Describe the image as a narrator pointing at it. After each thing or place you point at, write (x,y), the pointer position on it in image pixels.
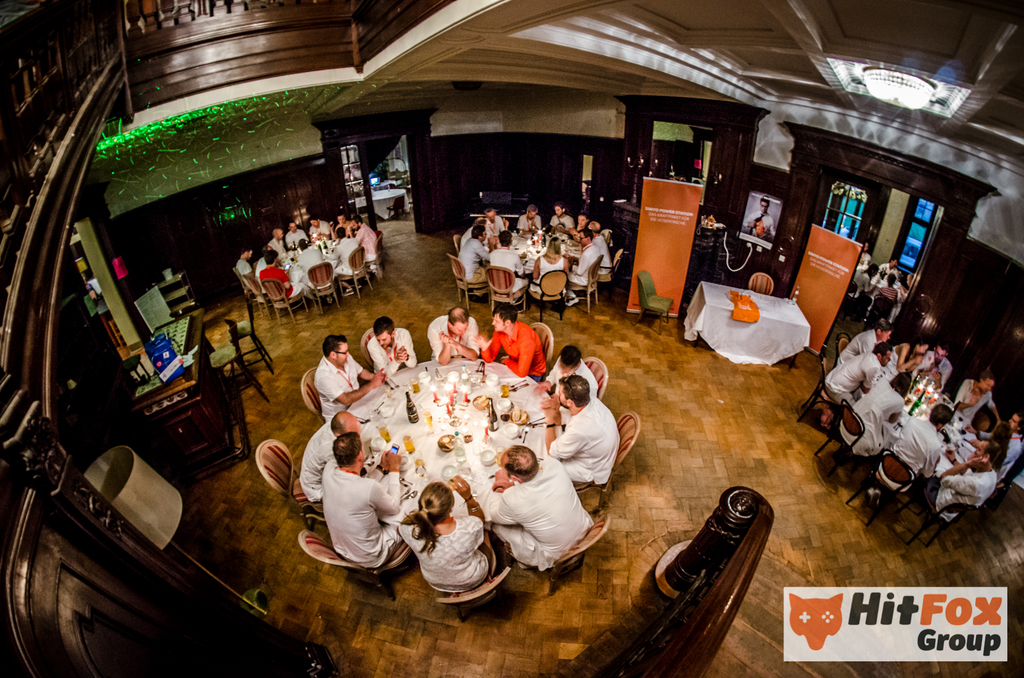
This image is taken indoors. At the bottom of the image (507,614) there is a floor (677,465). There are a few stairs (762,603) and there is a railing (687,608). In the background (293,180) there are a few walls (501,170) with windows (926,226) and doors (348,161). There are a few boards (678,234) with text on them. In the middle of the image (487,444) there are many tables (530,441) with tablecloths (535,405) and many things (445,471) on them. Many people (1019,458) are sitting on the chairs (330,293) and there is an empty chair (662,298) and a table (754,332) with a tablecloth (773,315) on it. At the top of the image (168,136) there is a roof (998,85) and there are a few lights (899,89). On the left side of the image (140,471) there is a lamp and there are a few objects (161,364) on the table (189,405).
